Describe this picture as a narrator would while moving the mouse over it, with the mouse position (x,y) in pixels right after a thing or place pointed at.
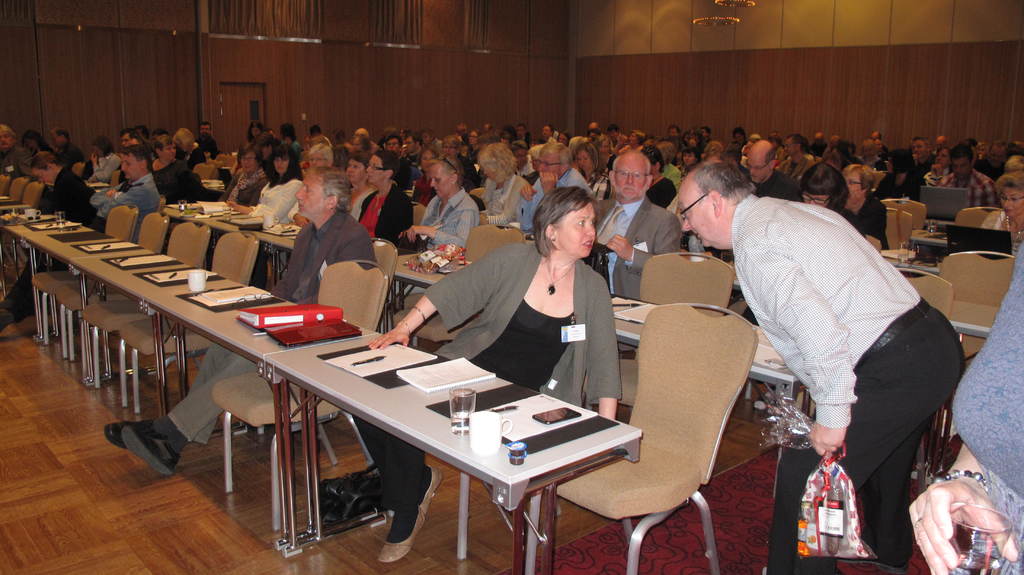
In this image, there is an inside view of an auditorium (508,63). There is a crowd (621,142) wearing colorful clothes (848,236). There are some people (545,280) sitting in a chair (229,241) in front of this table (477,471). This table (350,343) contains cup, glass (62,215), file (281,318), notebook (421,382), pen (360,360), mobile (554,418) and some papers (208,299). This person (743,272) is holding something with his hands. There is an another person (992,369) holding a glass (995,525) with his hands (974,492).
